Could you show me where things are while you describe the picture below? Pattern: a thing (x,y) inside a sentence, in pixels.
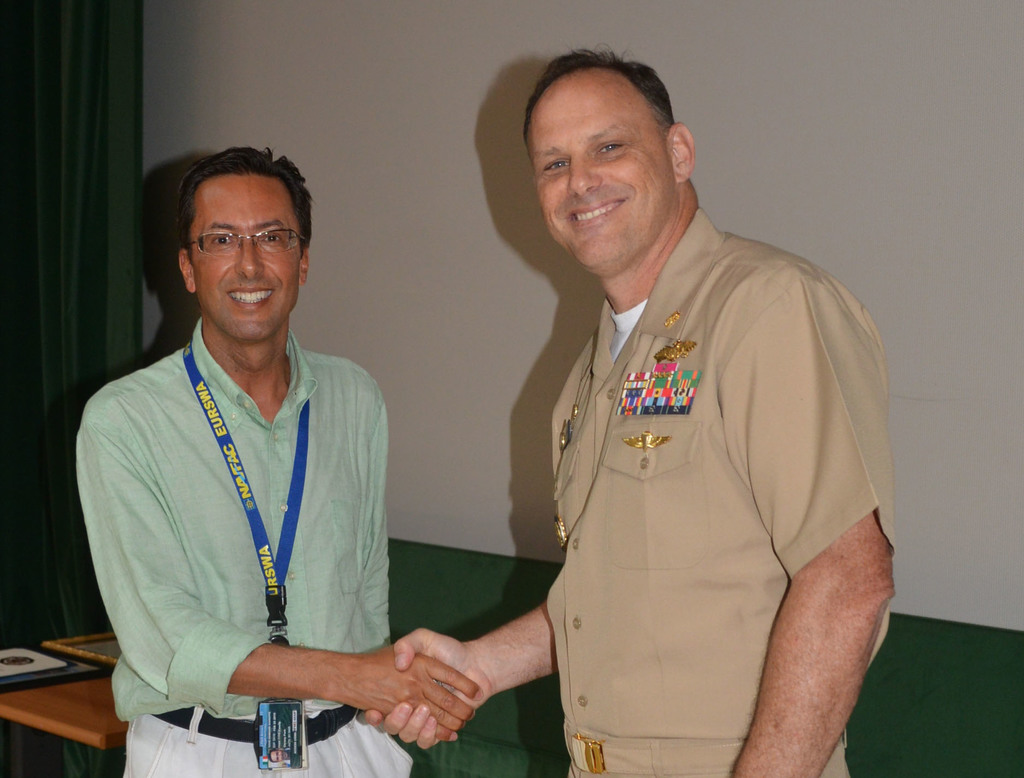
In this image we can see few people (286,655). There is a curtain (31,247) in the image. There is an object (91,685) at the bottom of the image (99,701). A person (145,710) is wearing an identity card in the image.
